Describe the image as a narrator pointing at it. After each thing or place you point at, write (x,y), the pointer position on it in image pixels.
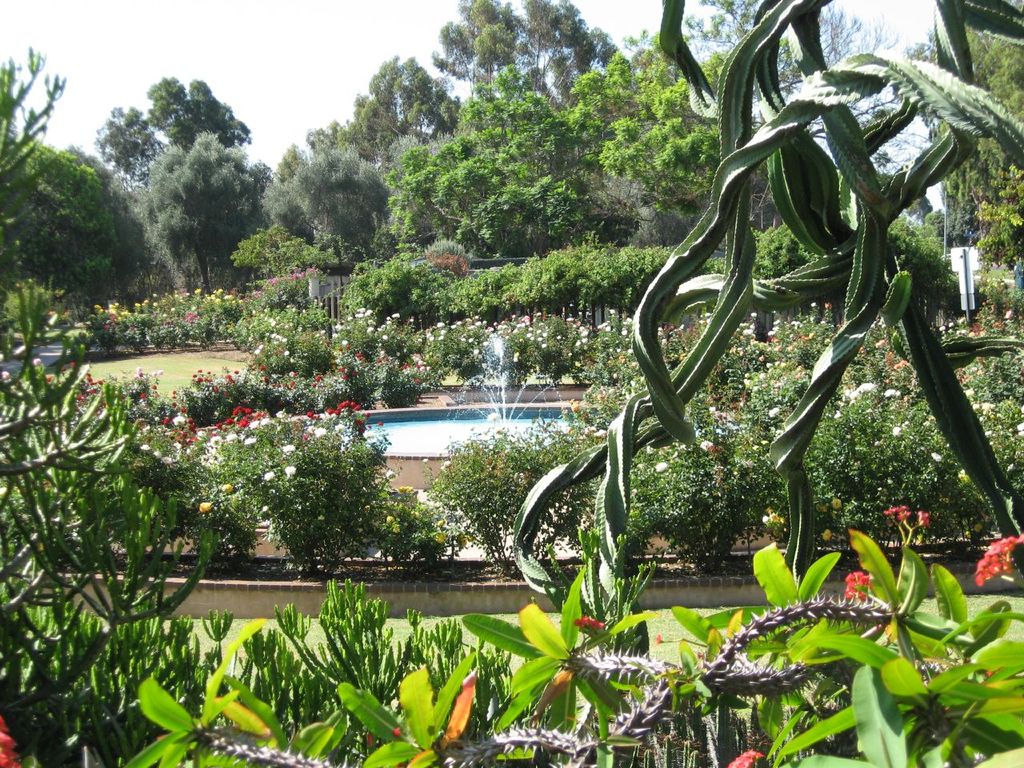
In this image I see number of plants (663,347) on which there are flowers (155,304) which are colorful and I see the fountain (546,423) over here and in the background (258,59) I see number of trees (377,207) and the sky (315,41).
